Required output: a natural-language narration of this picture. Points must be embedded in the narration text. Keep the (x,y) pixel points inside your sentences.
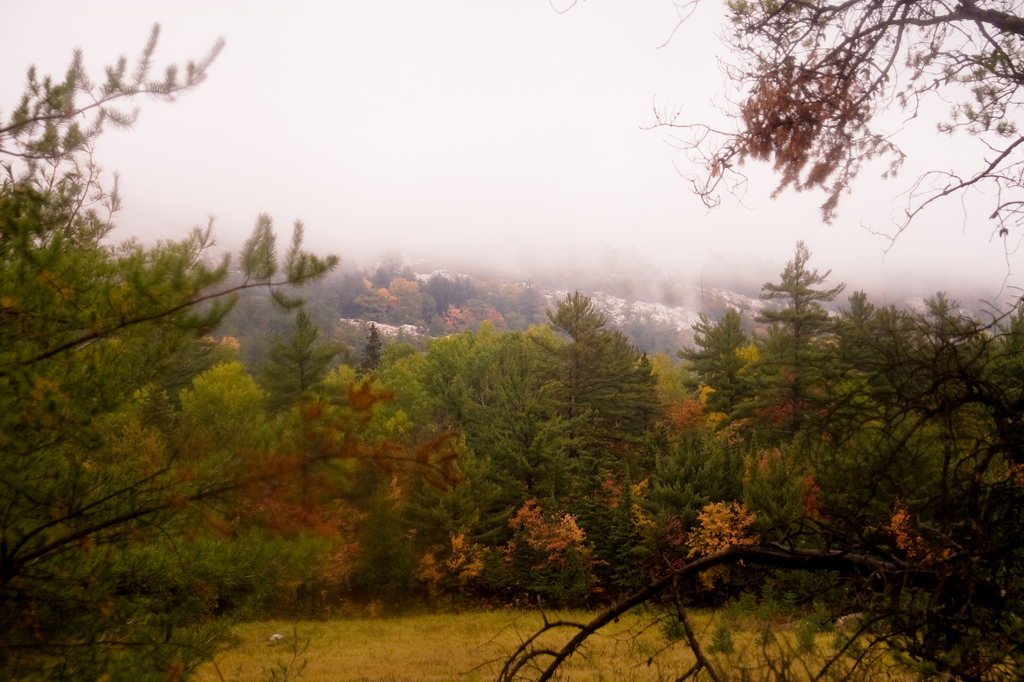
In the center of the image (567,373) there are trees (354,532). At the bottom of the image (443,674) there is grass (421,661). At the top of the image (577,107) there is sky (443,190).
